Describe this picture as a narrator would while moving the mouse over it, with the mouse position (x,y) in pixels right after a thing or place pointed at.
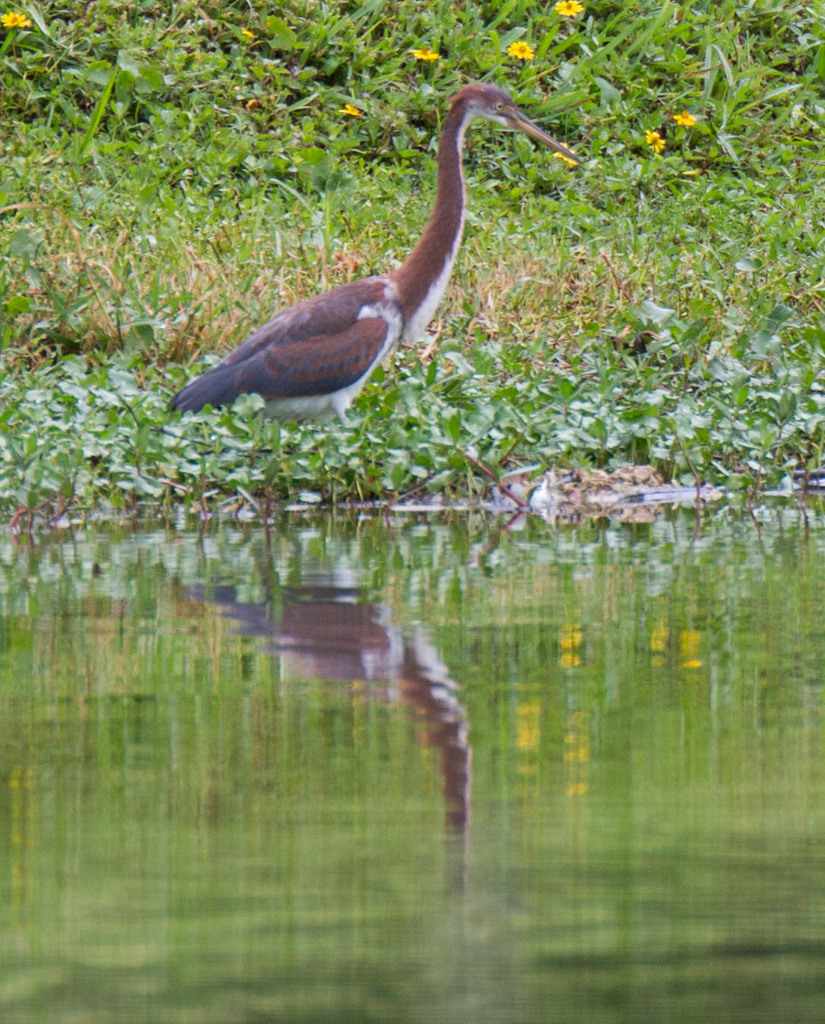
This picture is clicked outside. In the foreground (381,796) we can see a water body (506,789). In the center (356,354) there is a bird (541,136) seems to be standing on the ground (376,410) and we can see the plants (565,286) and flowers (686,118) in the background (264,79).
